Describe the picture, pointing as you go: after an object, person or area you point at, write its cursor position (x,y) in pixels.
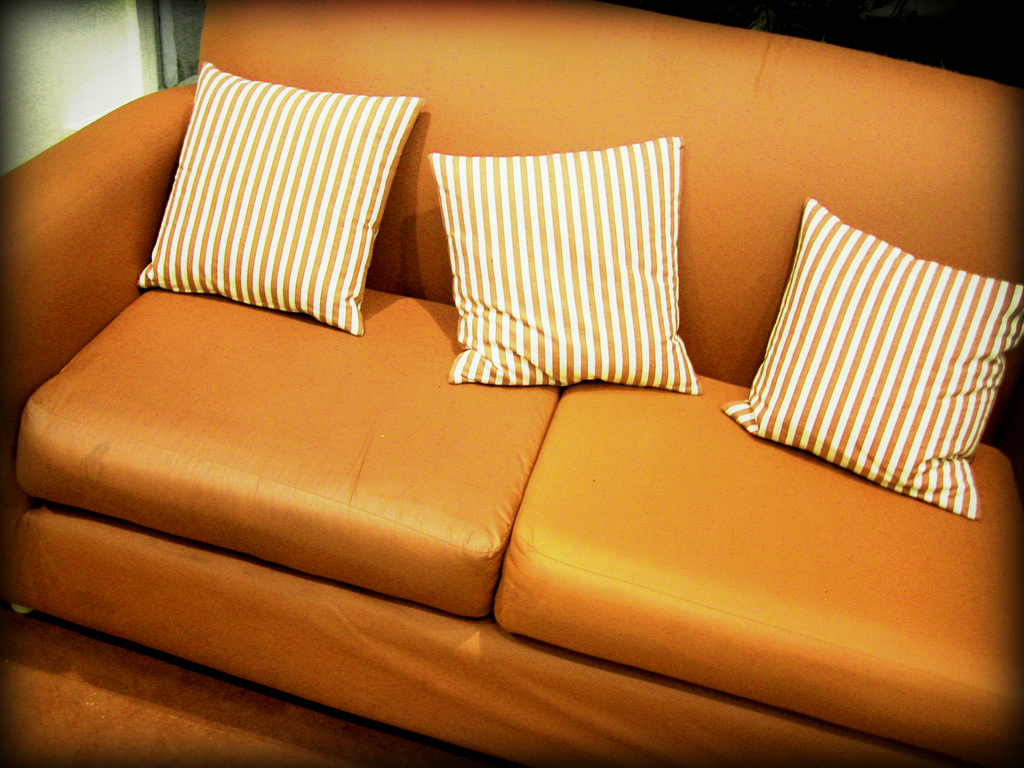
This picture is consists of a sofa (90,441) which is orange in color and there are three pillows (235,280) on it.
